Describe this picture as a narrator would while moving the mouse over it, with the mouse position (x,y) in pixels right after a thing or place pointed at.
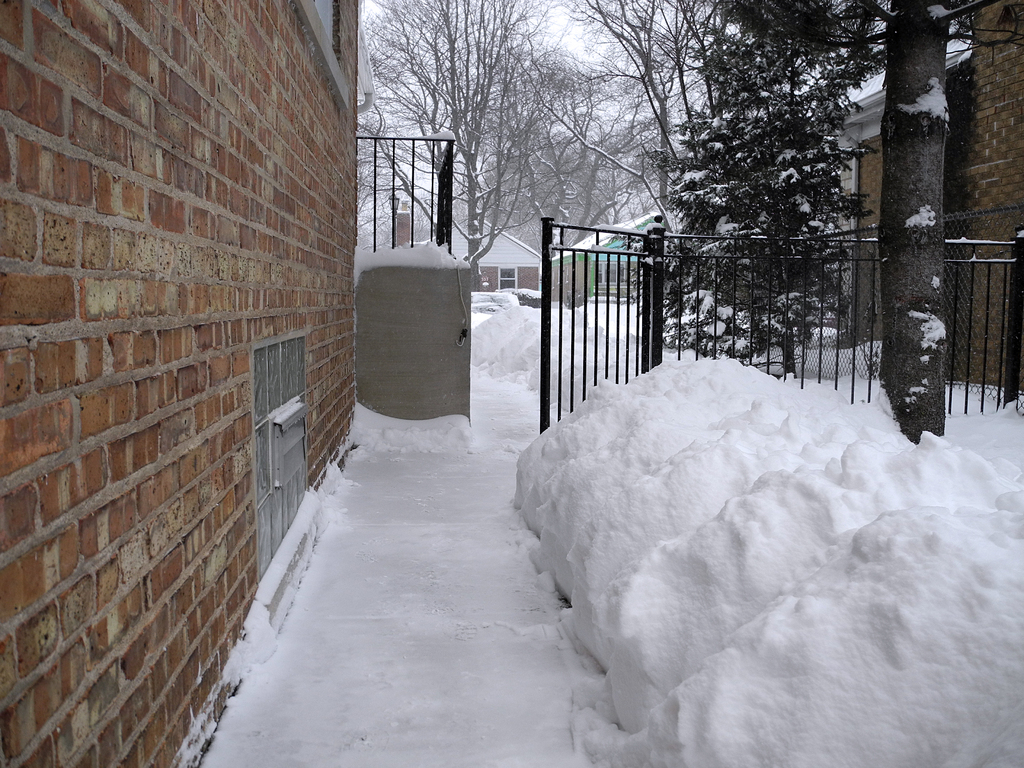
In this image, on the left (205,239), there is a wall (223,243) and in the background (479,166), there are sheds (957,208), trees (656,175), grilles (597,230) and there is a mesh (965,219) which are covered by snow (526,349) and at the bottom (582,615), there is snow (665,559).
